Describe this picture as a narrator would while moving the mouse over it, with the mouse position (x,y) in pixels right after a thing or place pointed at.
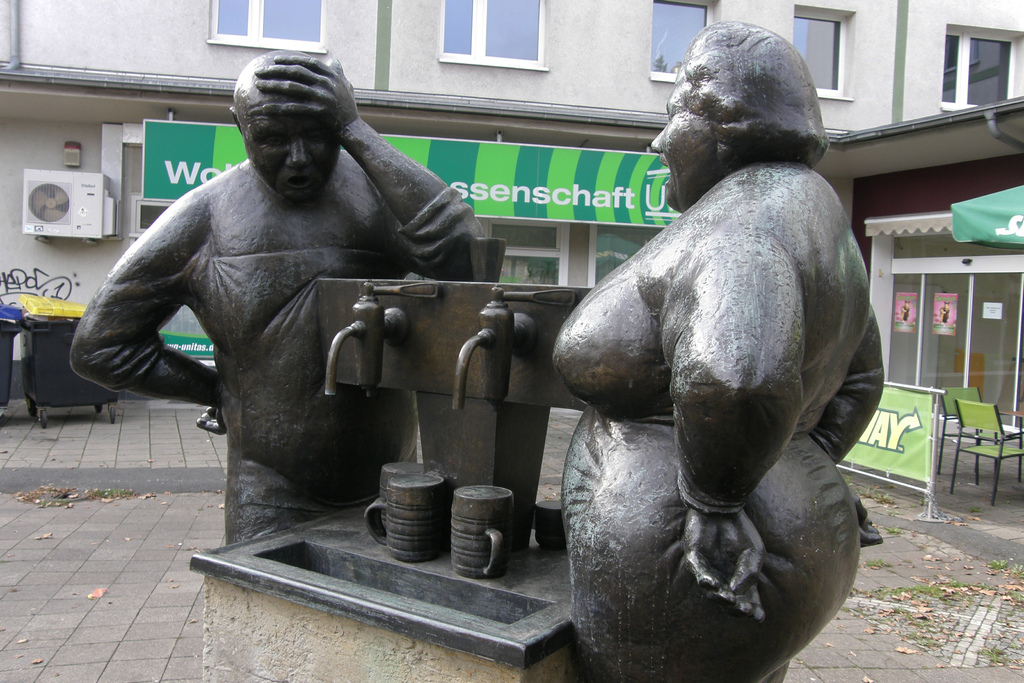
In the image there are two sculptures (633,398) and behind the sculptures (314,283) there are some stores (912,278) and on the left side (23,335) there are two dustbins (44,334) and above the stores (61,143) there is a building (688,21) with a lot of windows (818,30).
